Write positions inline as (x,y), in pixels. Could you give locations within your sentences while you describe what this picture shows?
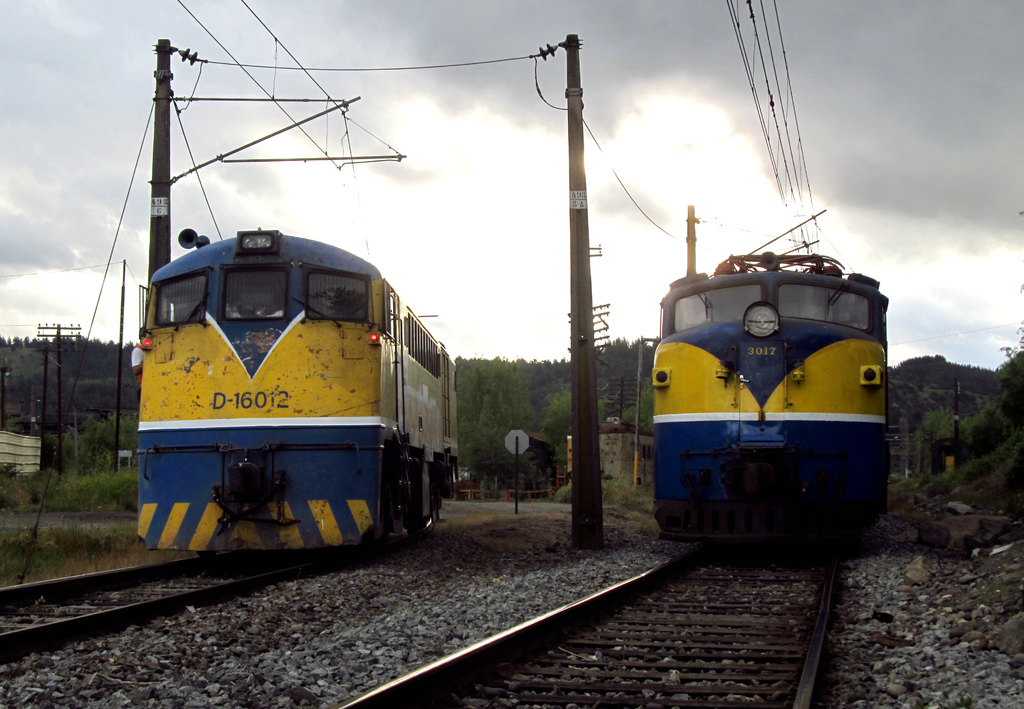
This is the picture of a railway station (492,582). In this image there are two trains (733,511) on the railway track (13,598). At the back (8,365) there are poles (591,367), buildings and trees (1003,415). At the top (483,213) there is sky (483,213) and there are clouds (415,73) and wires (327,94). At the bottom (391,670) there are stones (348,652) and railway tracks (461,654).
